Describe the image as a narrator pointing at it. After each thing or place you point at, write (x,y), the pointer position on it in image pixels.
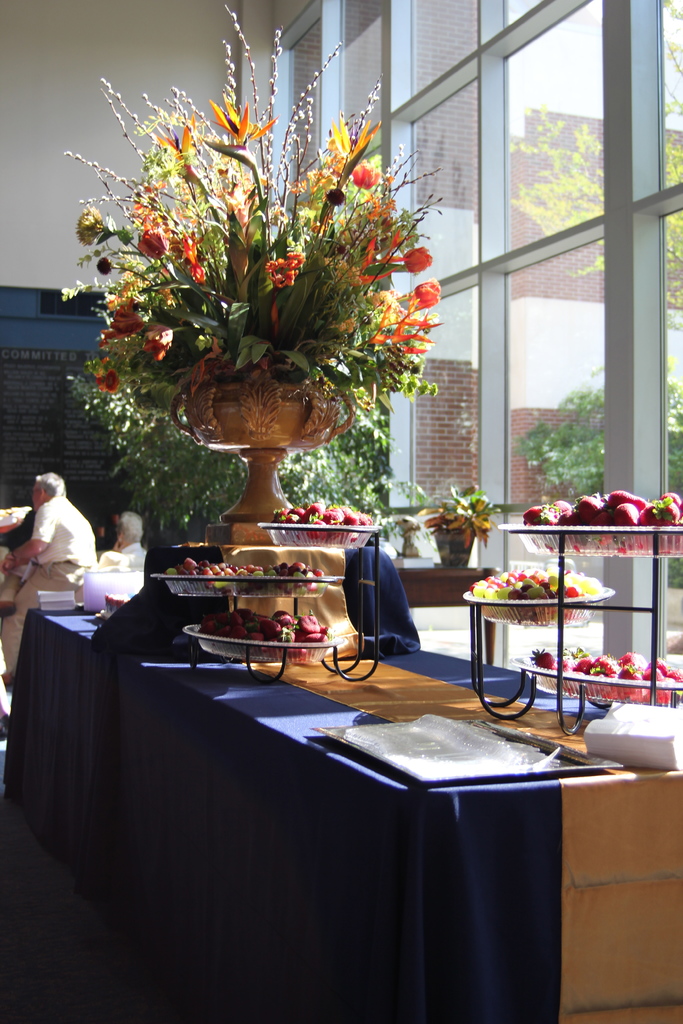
In this picture there is beautiful flower vase (275,383) kept on top of a table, and a few baskets (284,587) filled with fruits (330,515) are on top of the table (551,719). In the background (427,409) we observe many glass windows (443,159) mounted to the wall (330,62) and also few people (132,538) sitting on the left side of the image (52,552).
